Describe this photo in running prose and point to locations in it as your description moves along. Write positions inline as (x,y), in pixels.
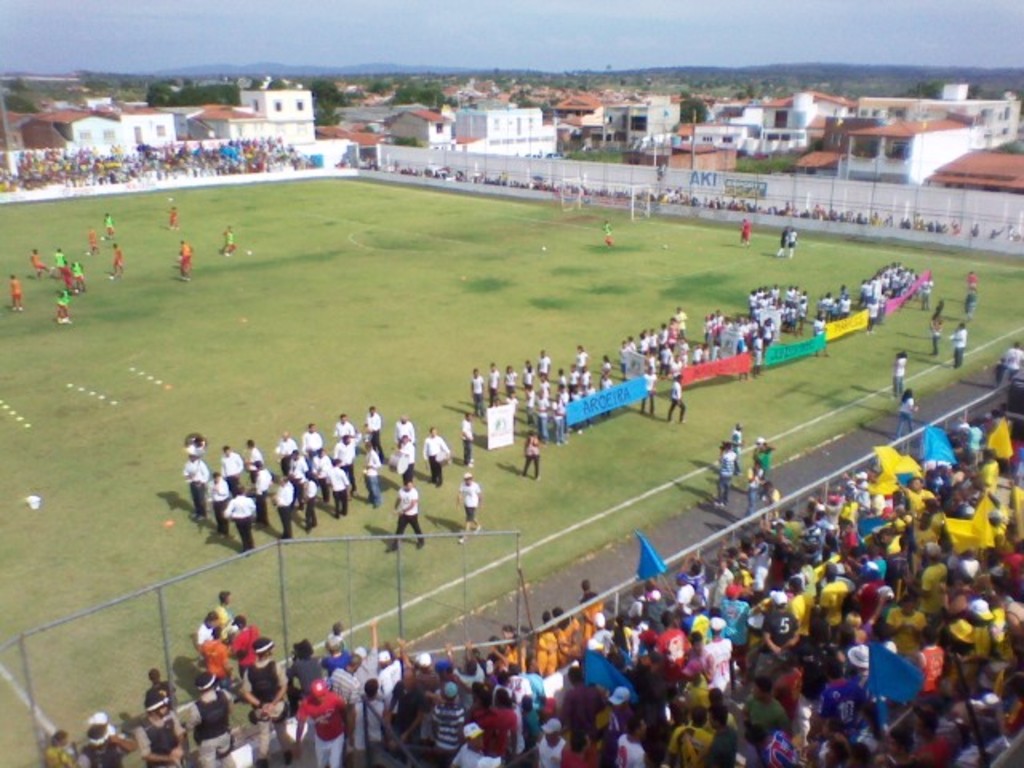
It is a top view image. There are many people (919,627) in this image and few people (373,442) with white and orange t shirts (314,471) are present on the ground (281,303) and rest of the people (181,167) are present behind the fence (875,452). In the background (518,128) there are many houses (854,122), buildings (937,122) and also trees (294,78). Sky (603,22) is also visible. We can also see the blue and yellow color flags (652,558) in this image.
